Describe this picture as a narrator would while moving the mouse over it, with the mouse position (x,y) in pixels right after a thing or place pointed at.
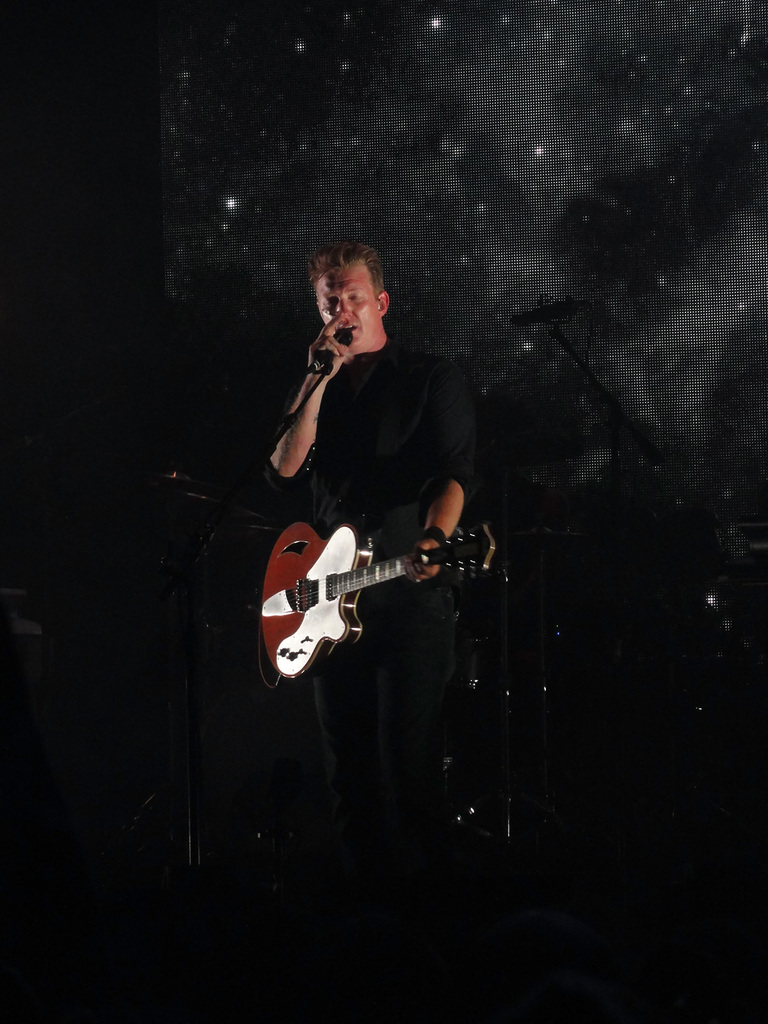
This is a color picture in this picture a man (369,527) in black dress (390,523) holding a guitar (328,584) and a microphone (331,354). The man (332,503) is performing the music. Background of this person (329,504) is a black color.
